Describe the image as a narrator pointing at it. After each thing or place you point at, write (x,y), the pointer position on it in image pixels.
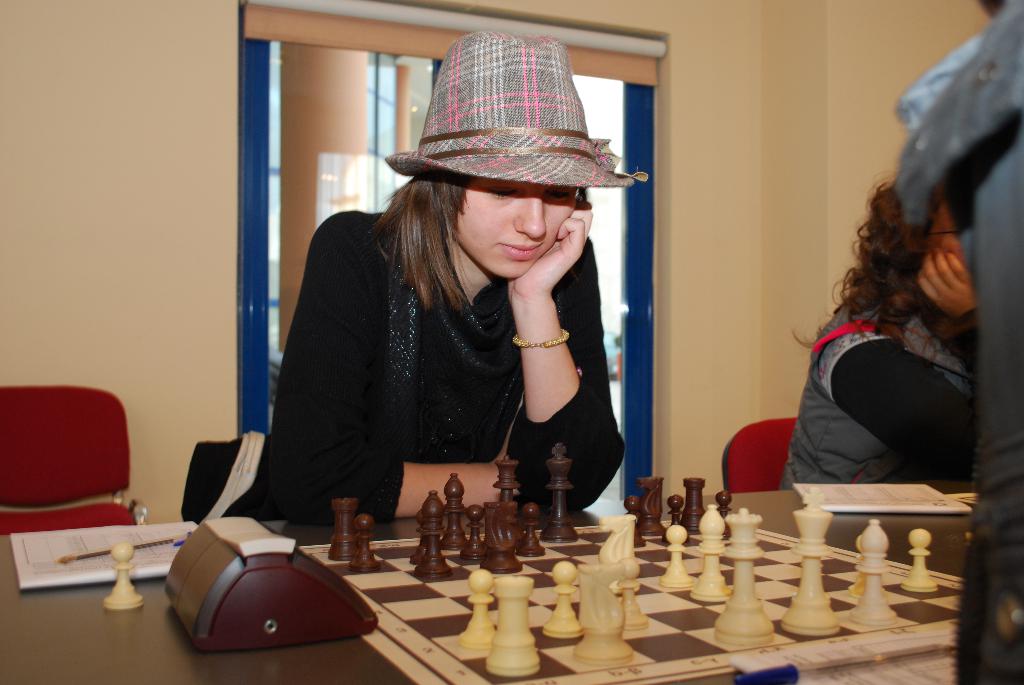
In this picture we can see a lady (408,360) in black dress (412,368) sitting on the chair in front of the table (162,633) on which there is a chess board (439,581) and a paper (90,562).
